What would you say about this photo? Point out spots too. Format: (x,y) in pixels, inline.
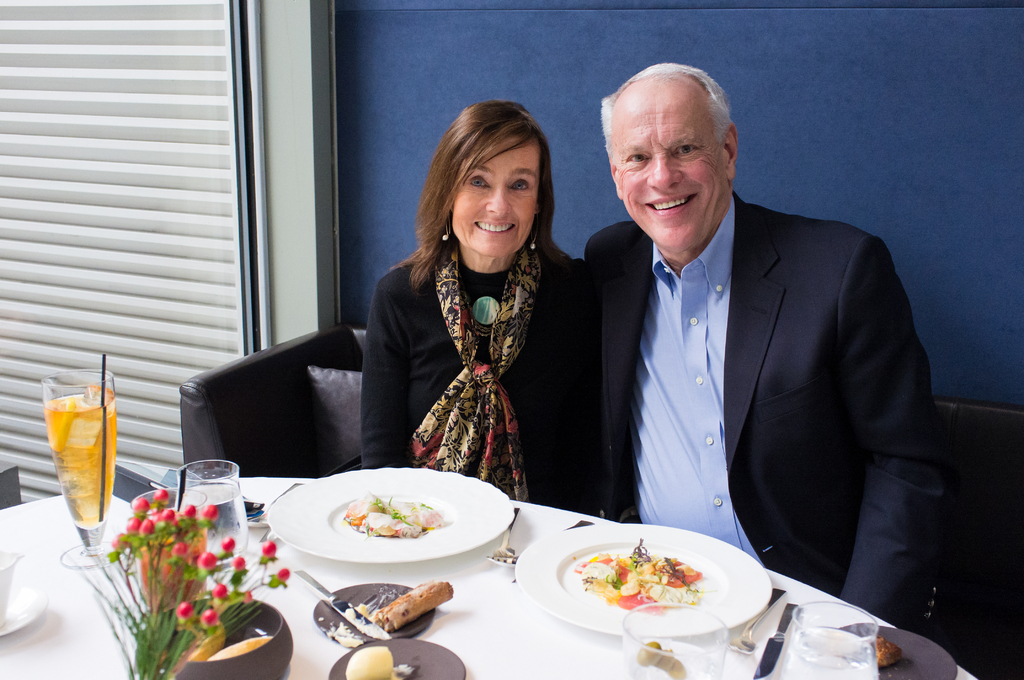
In this picture there is a man (641,513) and woman (506,427) sitting and woman (489,424) is sitting beside him, both are smiling, there is a table (83,671) in front of them which has wine glass (81,519), water glasses (135,516), a plant (141,586) small plates (403,587), knife (356,621), spoons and plates (570,571) with food (392,521) and in the backdrop (375,72) there is a wall (831,64).
